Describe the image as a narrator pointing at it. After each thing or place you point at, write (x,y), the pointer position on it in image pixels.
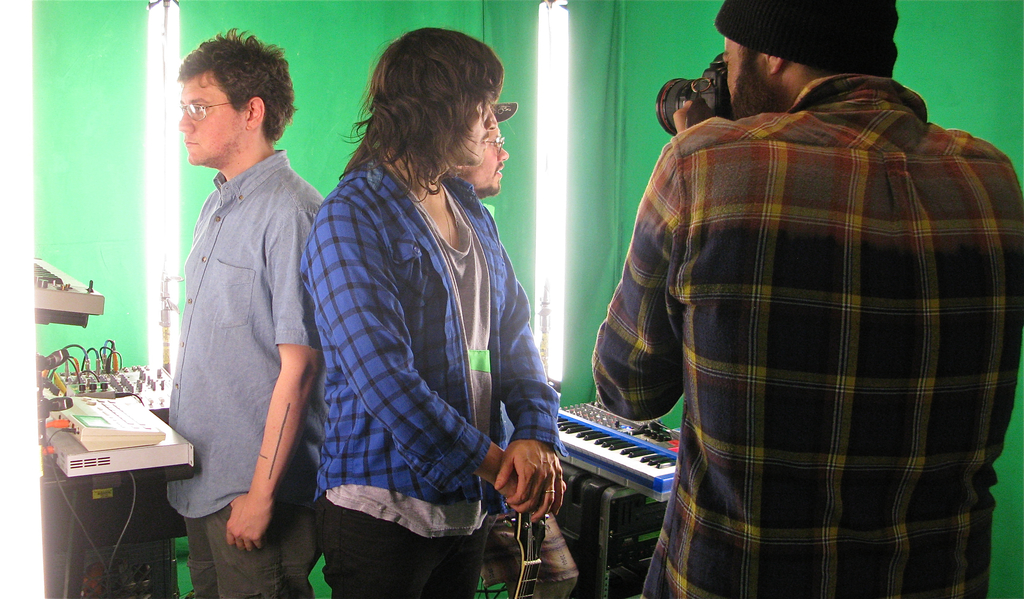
This picture is clicked inside the room (429,271). The man (466,335) in the middle of the picture (429,324) wearing a blue shirt (387,378) is holding a musical instrument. Behind him, we see a man (490,174) is standing. In front of him, we see a musical instrument (580,440) which looks like a keyboard (611,460). On the right side (876,223), the man (815,358) in check shirt (873,364) is clicking photos on the camera (714,88). On the left side (263,257), we see a man (239,340) in grey shirt (244,345) is standing. In front of him, we see a table (92,512) on which music recorders (119,412) are placed. In the background (325,90), we see a green wall (339,99) and the lights (554,189).
